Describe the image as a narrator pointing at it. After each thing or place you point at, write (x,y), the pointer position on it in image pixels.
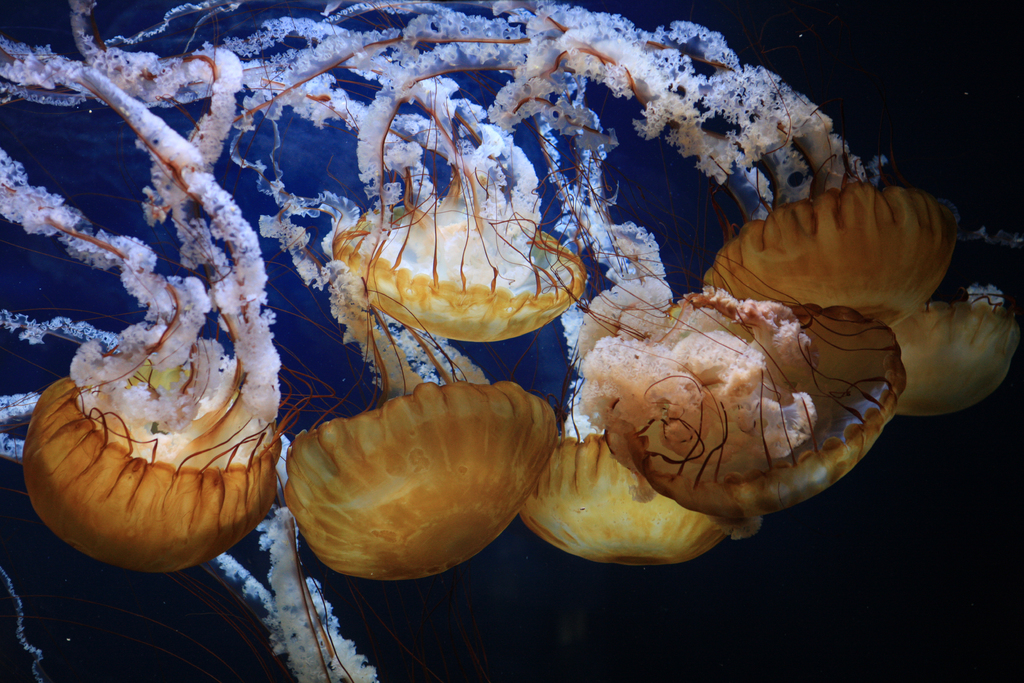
In this image we can see there are jellyfishes (710,454).
